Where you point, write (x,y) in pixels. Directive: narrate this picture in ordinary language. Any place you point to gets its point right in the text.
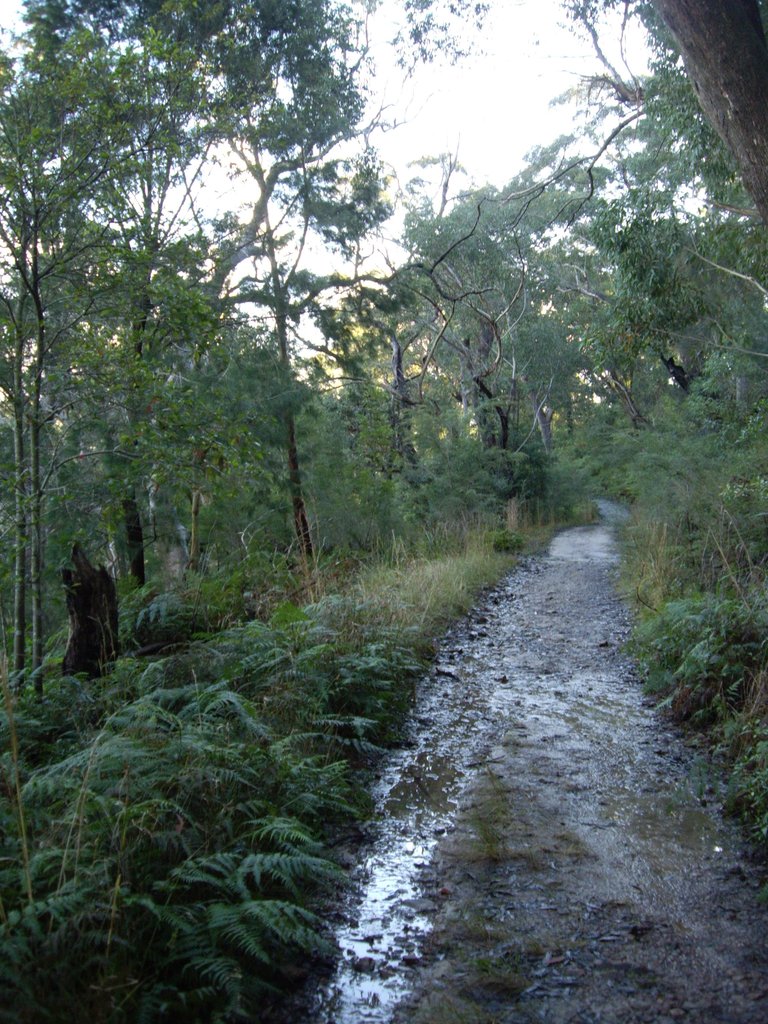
In the picture there is a lot of greenery (454,301), there is a small walkway (495,975) in between the grass (416,615) and it is wet and there is a slight moisture (558,754) on the walkway (524,899).
